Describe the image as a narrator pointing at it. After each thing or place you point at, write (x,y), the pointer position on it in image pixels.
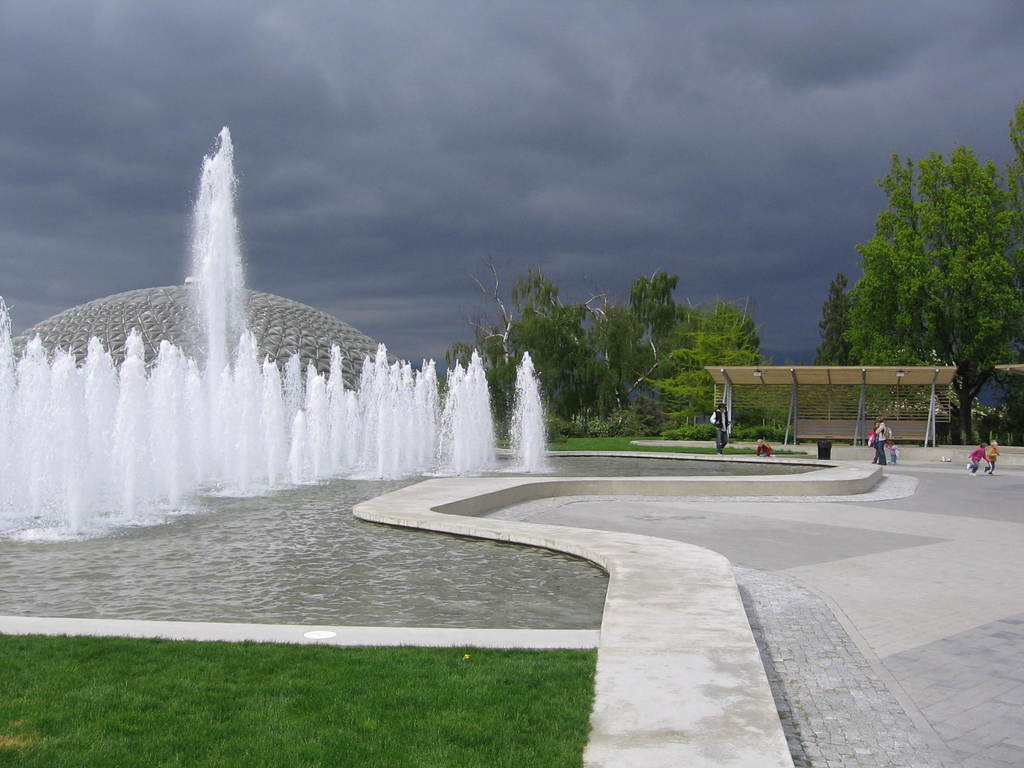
In this picture I can see few trees (834,313) and I can see water fountain (294,386) and I can see grass (218,738) on the ground (5,713) and few people (759,439) walking and I can see blue cloudy sky (578,180).
